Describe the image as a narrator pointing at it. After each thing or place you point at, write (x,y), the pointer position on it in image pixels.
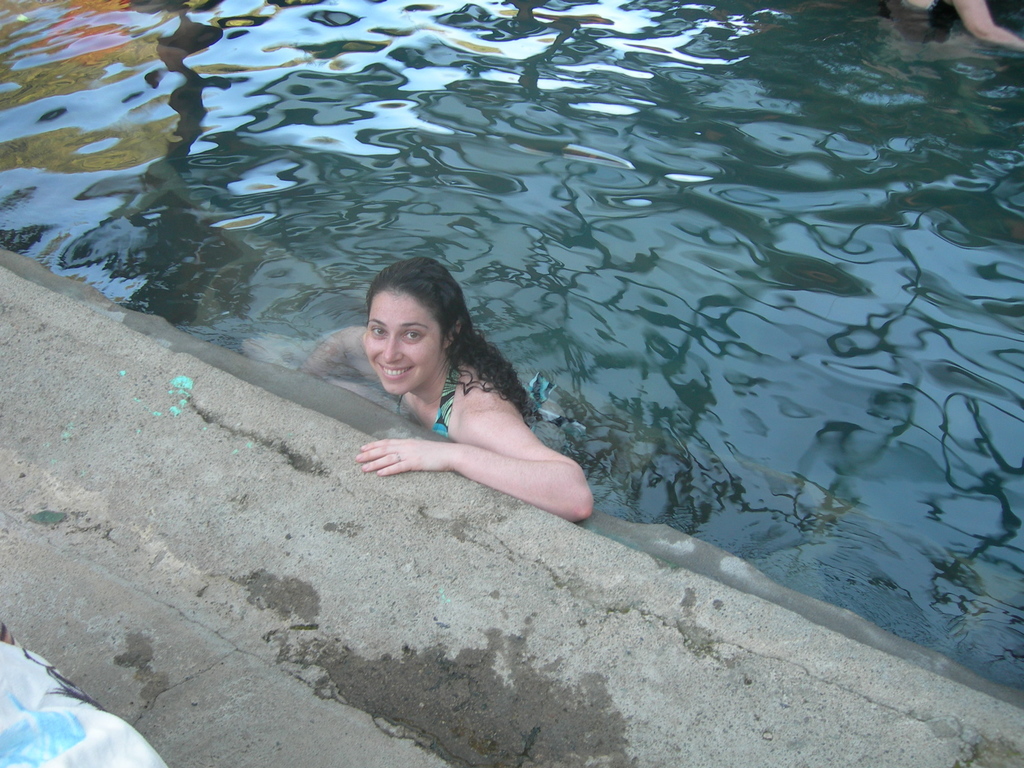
In this picture we can see a woman (475,465) and she is smiling. We can see another person (960,12) in the water (724,274).
